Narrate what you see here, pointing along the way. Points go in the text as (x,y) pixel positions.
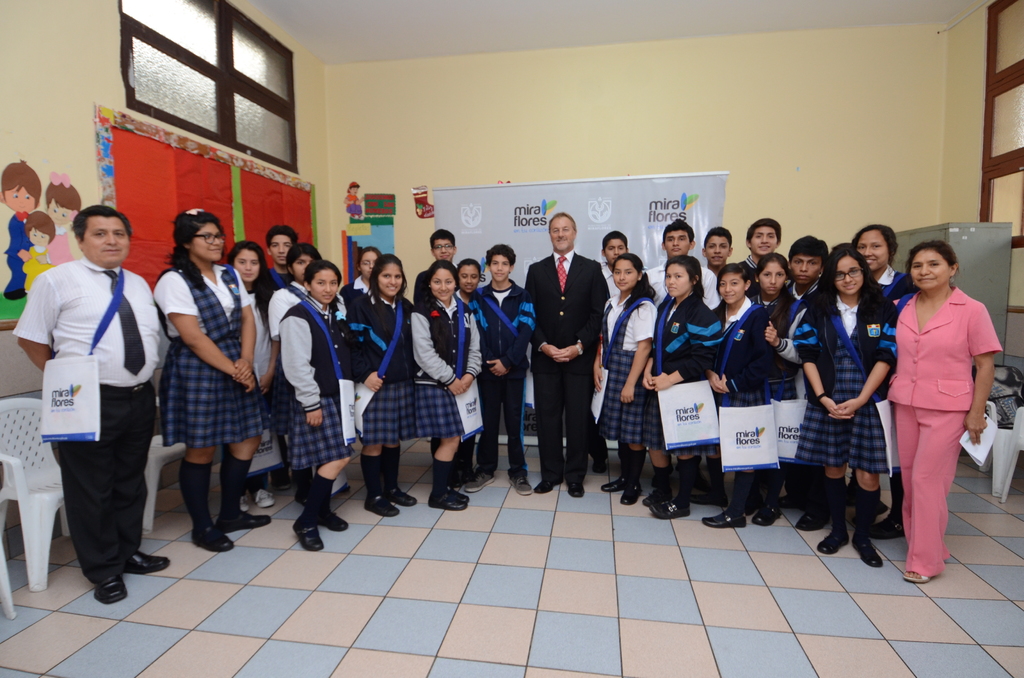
In the picture I can see a group of people (443,420) standing on the floor (554,491). I can see a man (542,296) in the center (596,292) and there is a smile on his face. He is wearing a suit (574,298) and a tie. I can see the white chairs (995,432) on the floor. I can see the glass window (998,59) on the top left side (174,122) and the top right side (1011,55) as well. In the background (505,215), I can see the banner (487,224) on the wall (955,120).
